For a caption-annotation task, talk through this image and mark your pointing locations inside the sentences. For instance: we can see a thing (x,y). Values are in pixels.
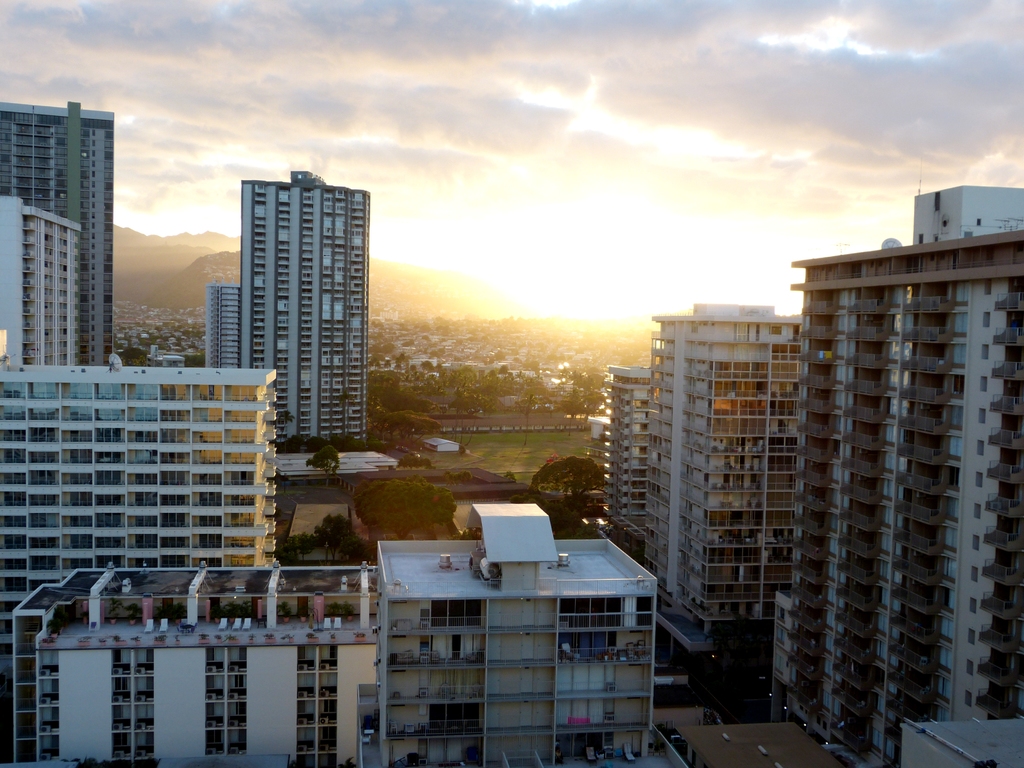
This is an aerial view image where we can see tower buildings (361,621), grass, trees (405,493), sun (642,245) and the cloudy sky (446,62) in the background (456,245).
